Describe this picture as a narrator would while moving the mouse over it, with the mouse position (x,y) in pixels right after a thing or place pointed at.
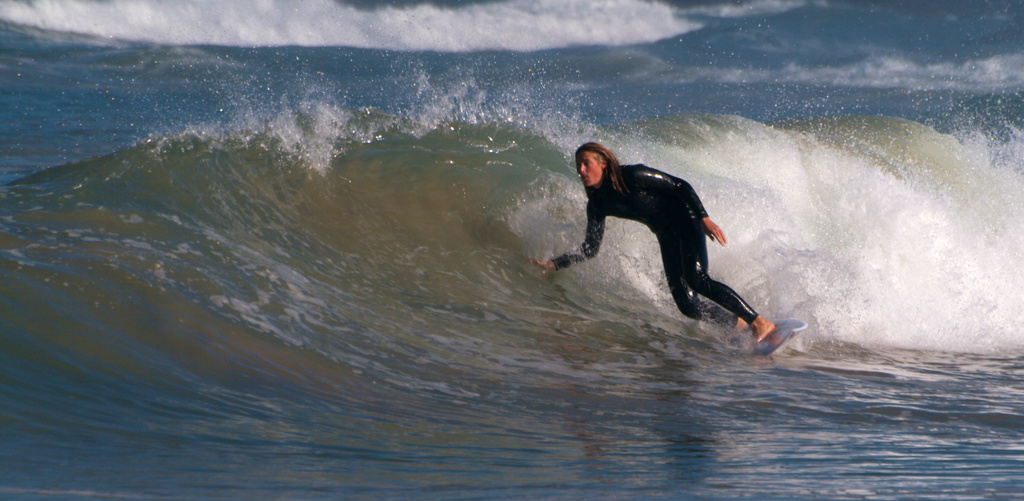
In this picture there is a lady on the right side of the image (697,306), she is surfing and there is water (608,130) around the area of the image.
